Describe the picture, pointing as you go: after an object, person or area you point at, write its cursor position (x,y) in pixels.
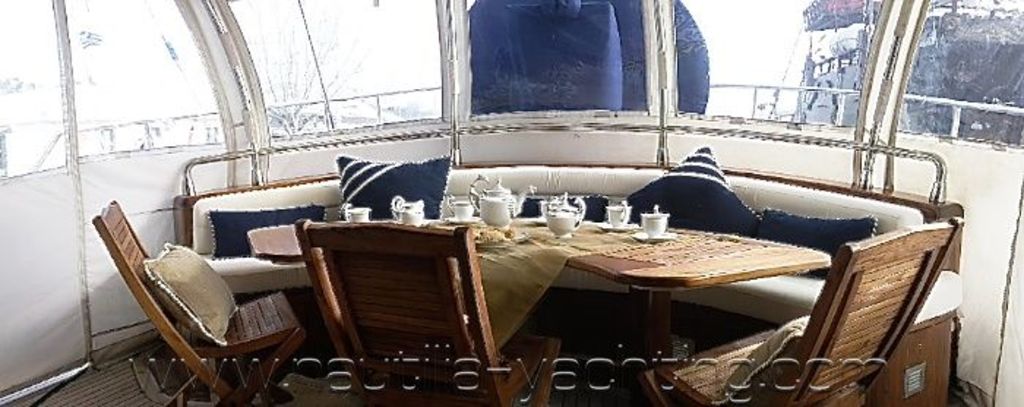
In this image we can see inside view of a room (603,304). In the center of the image (549,211) we can see a group of cups (654,222) on saucers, a jug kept on the table (699,236). In the foreground (384,341) we can see some chairs (838,335). In the background (885,208), we can see the sofa (786,304), windows (526,51), railing (935,99), tree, a shed (850,9) and the sky (420,35).
